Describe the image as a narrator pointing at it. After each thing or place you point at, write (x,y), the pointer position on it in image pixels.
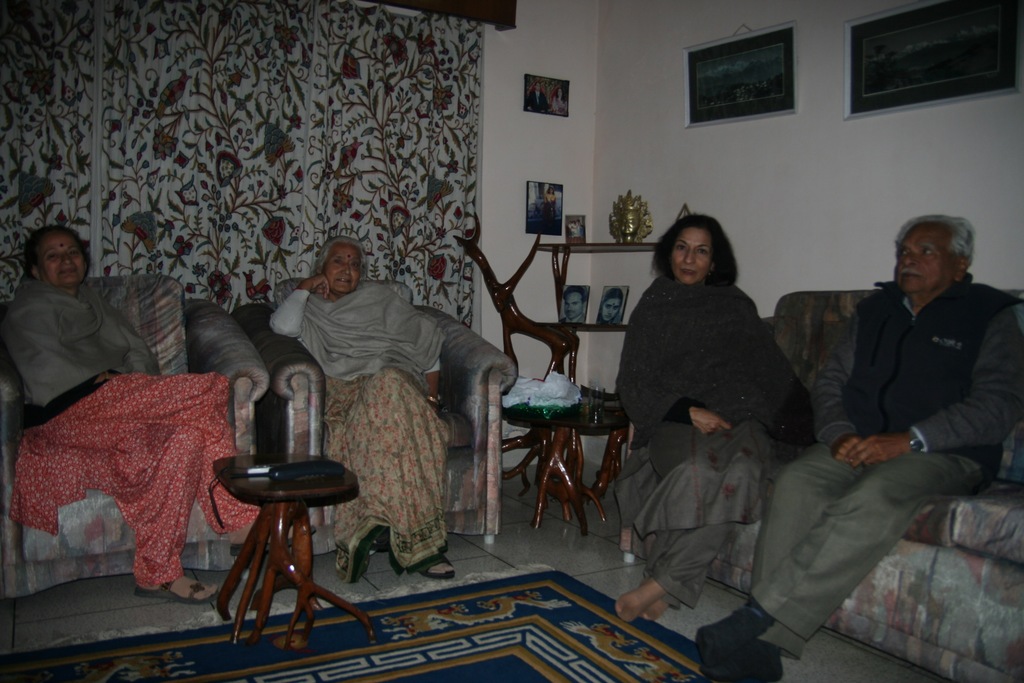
In this picture I can see four persons (698,395) are sitting on the sofa (496,474) in the middle (465,453). In the background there are photo frames (1022,16) on the wall (753,259), on the left side (167,81) there is a curtain (393,158) and a table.
